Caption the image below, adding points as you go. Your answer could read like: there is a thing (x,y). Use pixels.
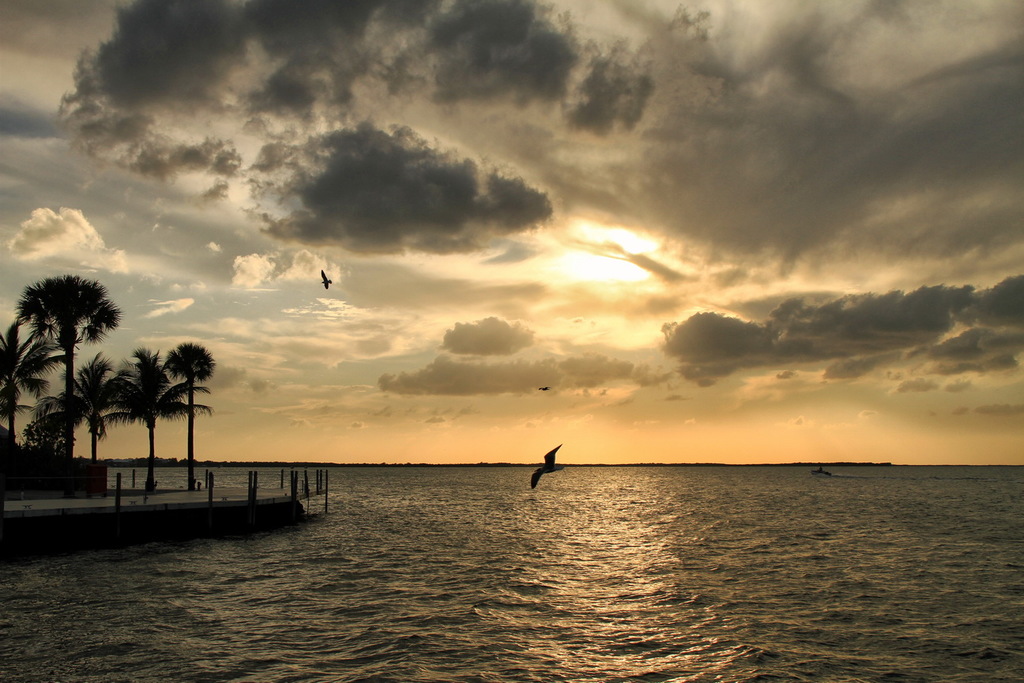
In this picture we can see water (593,608) at the bottom (587,619), there are birds (542,463) in the air (501,444), on the left side (142,397) we can see trees (130,407), there is the sky (497,171) and clouds (550,135) at the top of the picture (551,106).
